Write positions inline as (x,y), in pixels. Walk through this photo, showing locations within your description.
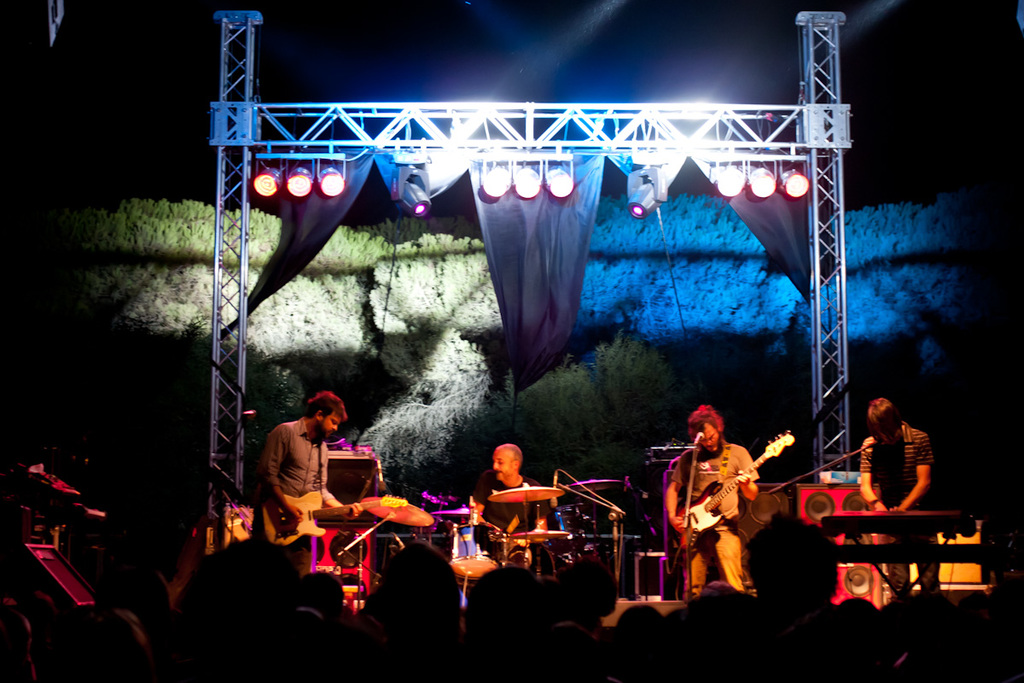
It is an open place (54,62) where four people (315,469) are performing on the stage (472,529), behind them there are trees (421,363) and black curtains (526,301) and lights (489,179) on them. In Front of the stage (360,568) there is crowd (578,627), on the right corner of the picture (905,560) a person (875,479) is playing keyboard (908,515) beside him a person (725,538) is playing guitar (694,523), beside him a person (506,512) is playing drums (476,542) and in the left corner of the picture (298,546) a person (306,485) is playing a guitar (289,532) and it is very dark in the background (106,192).
